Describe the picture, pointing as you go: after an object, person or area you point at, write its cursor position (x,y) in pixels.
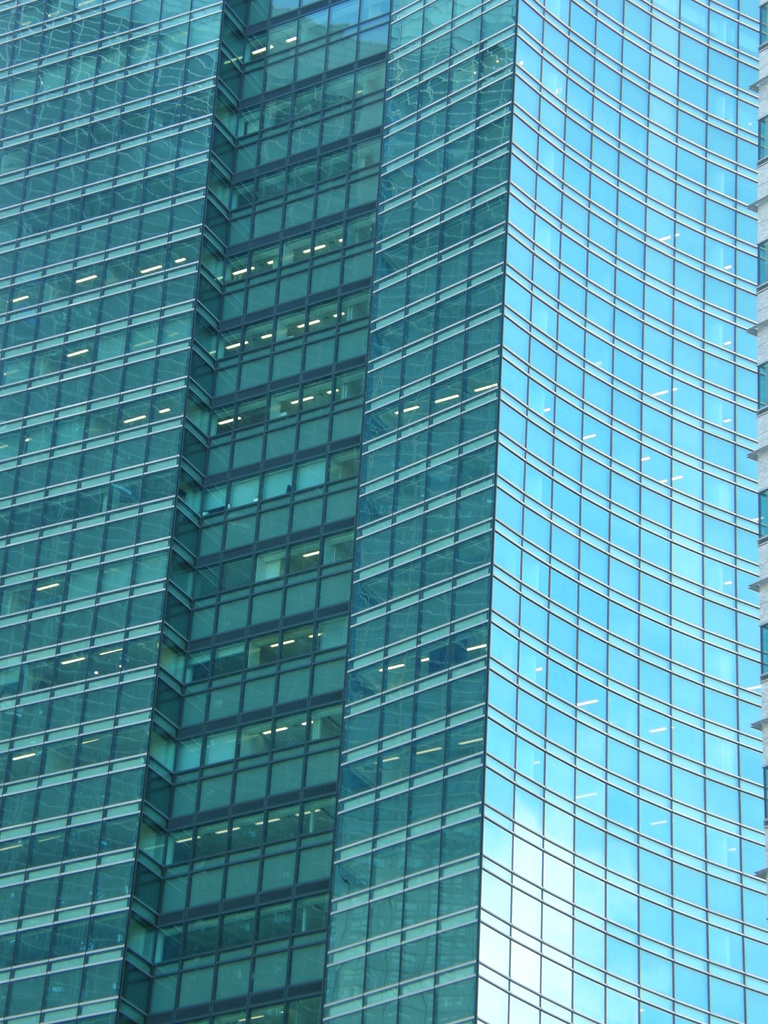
In this image we can see a building (721,479).
